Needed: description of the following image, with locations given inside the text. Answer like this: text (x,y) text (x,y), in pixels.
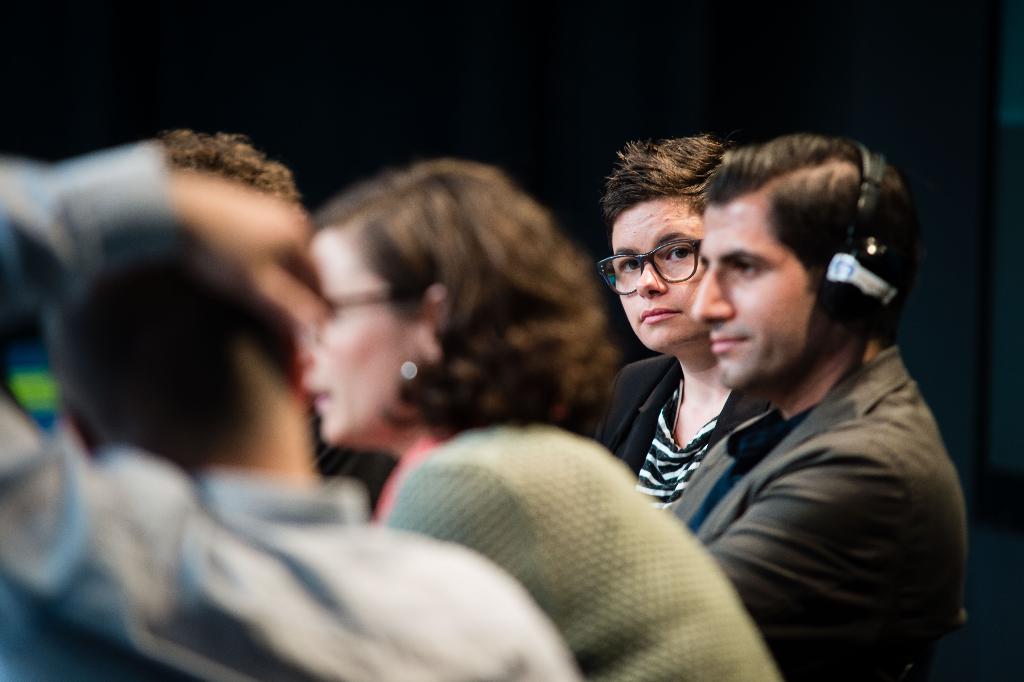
In this image we can see group of persons (774,315) wearing dress (809,525). One person (678,312) is wearing spectacles (672,258) and one person (814,288) is wearing headphones (850,294).
